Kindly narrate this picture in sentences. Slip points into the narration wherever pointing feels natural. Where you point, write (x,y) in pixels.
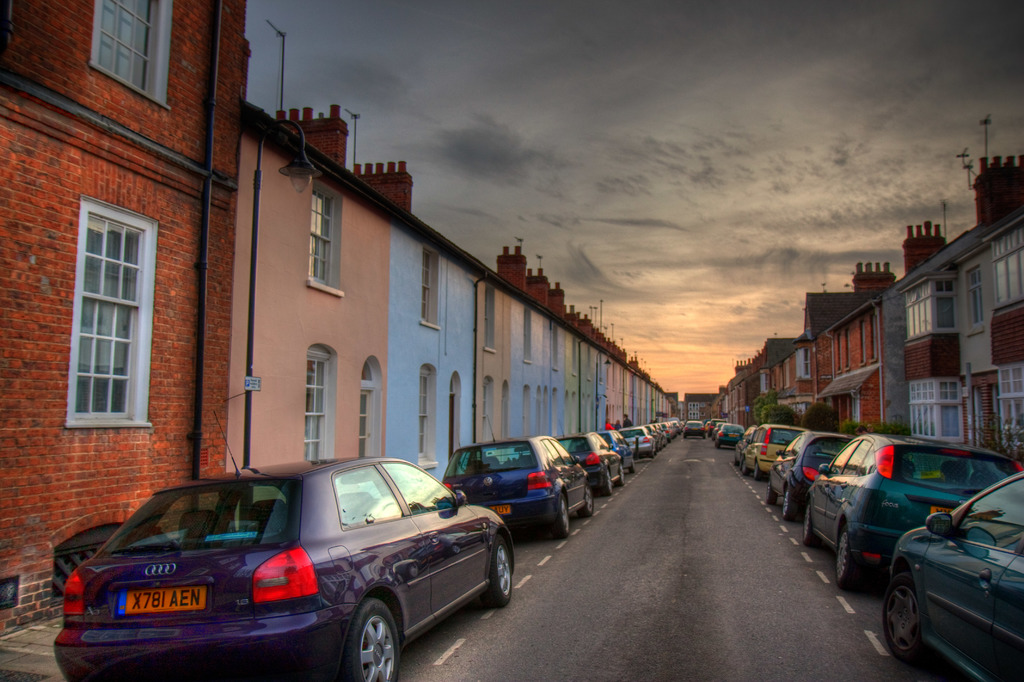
In this image there are many cars (480,482) parked on the road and there are buildings (195,2) and poles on its sides.
